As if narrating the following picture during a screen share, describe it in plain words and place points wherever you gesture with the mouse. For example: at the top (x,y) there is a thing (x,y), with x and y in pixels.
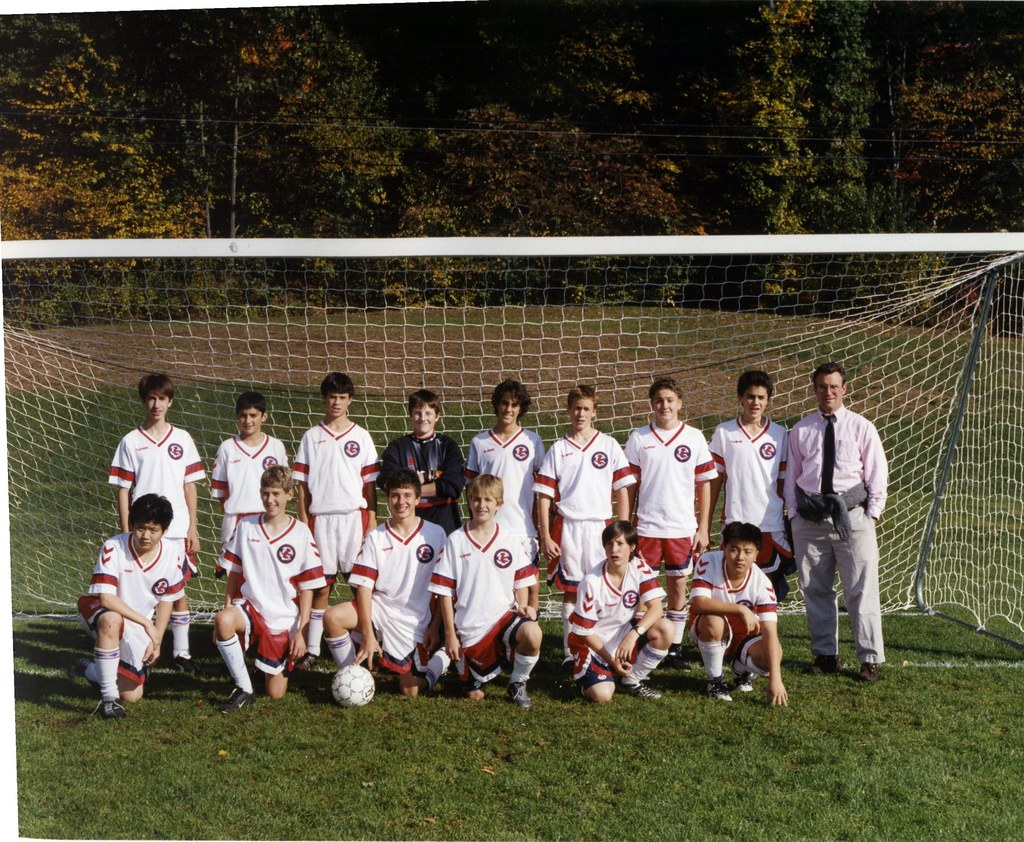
In this picture we can see a few people (269,608) and a ball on the grass (328,681). There is a net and a few trees (123,228) in the background (217,42).
